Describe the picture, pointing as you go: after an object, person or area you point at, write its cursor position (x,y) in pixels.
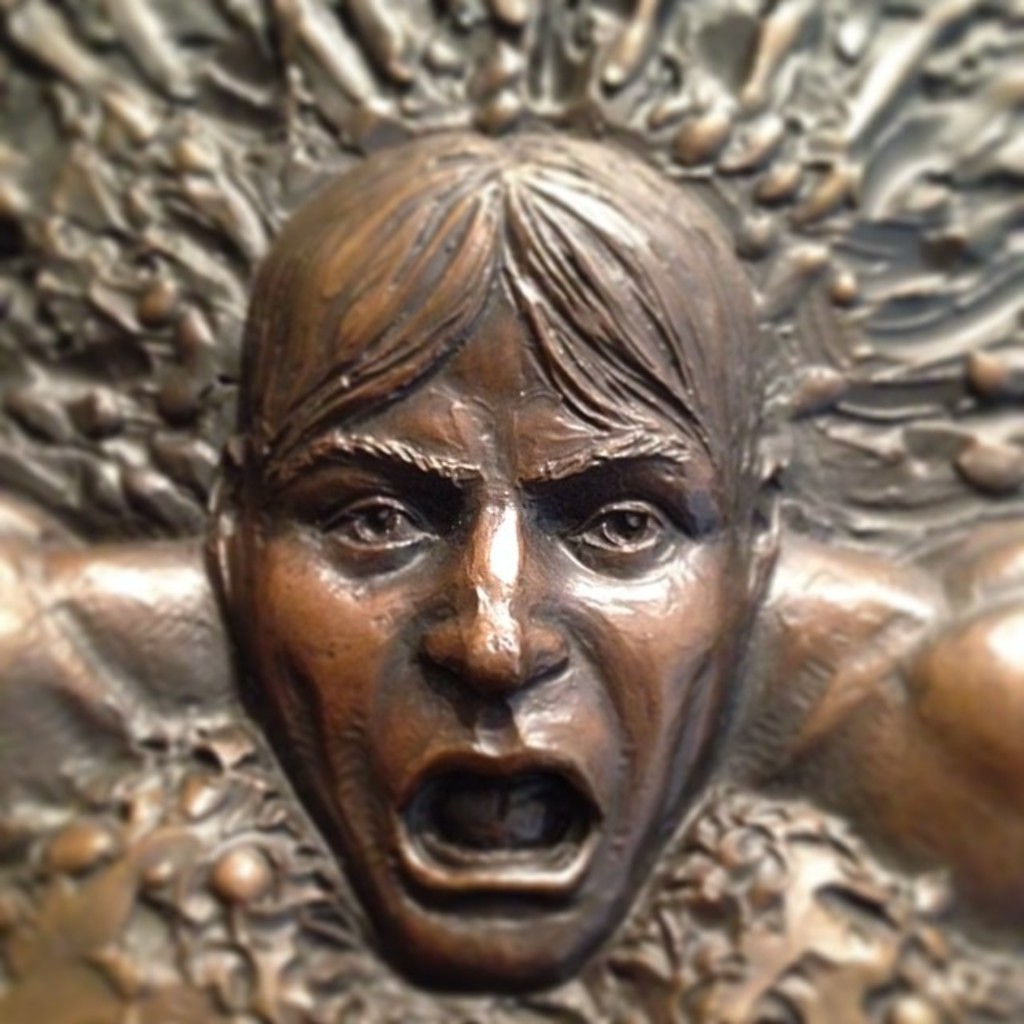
In this image there is a carving (450,437) of a human face (428,716) on the metal (844,253) and there are a few carvings (196,390).
